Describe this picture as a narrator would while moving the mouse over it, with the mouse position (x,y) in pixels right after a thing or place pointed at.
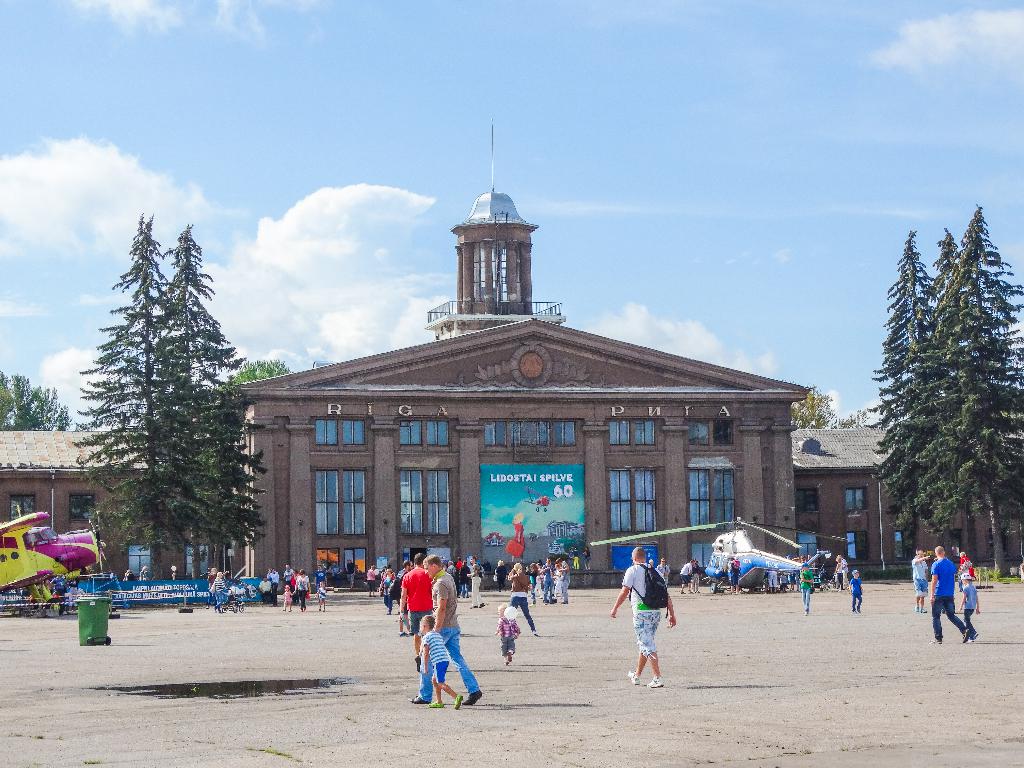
In this image, we can see few people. Few are standing and walking. Here we can see banners (123,599), aircrafts (54,547), dustbin (103,611), trees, building (311,540), hoarding (489,526), walls (834,519) and windows (803,534). Background (381,229) there is a sky (578,249). Here we can see railings (494,305) and pillars (526,280).
